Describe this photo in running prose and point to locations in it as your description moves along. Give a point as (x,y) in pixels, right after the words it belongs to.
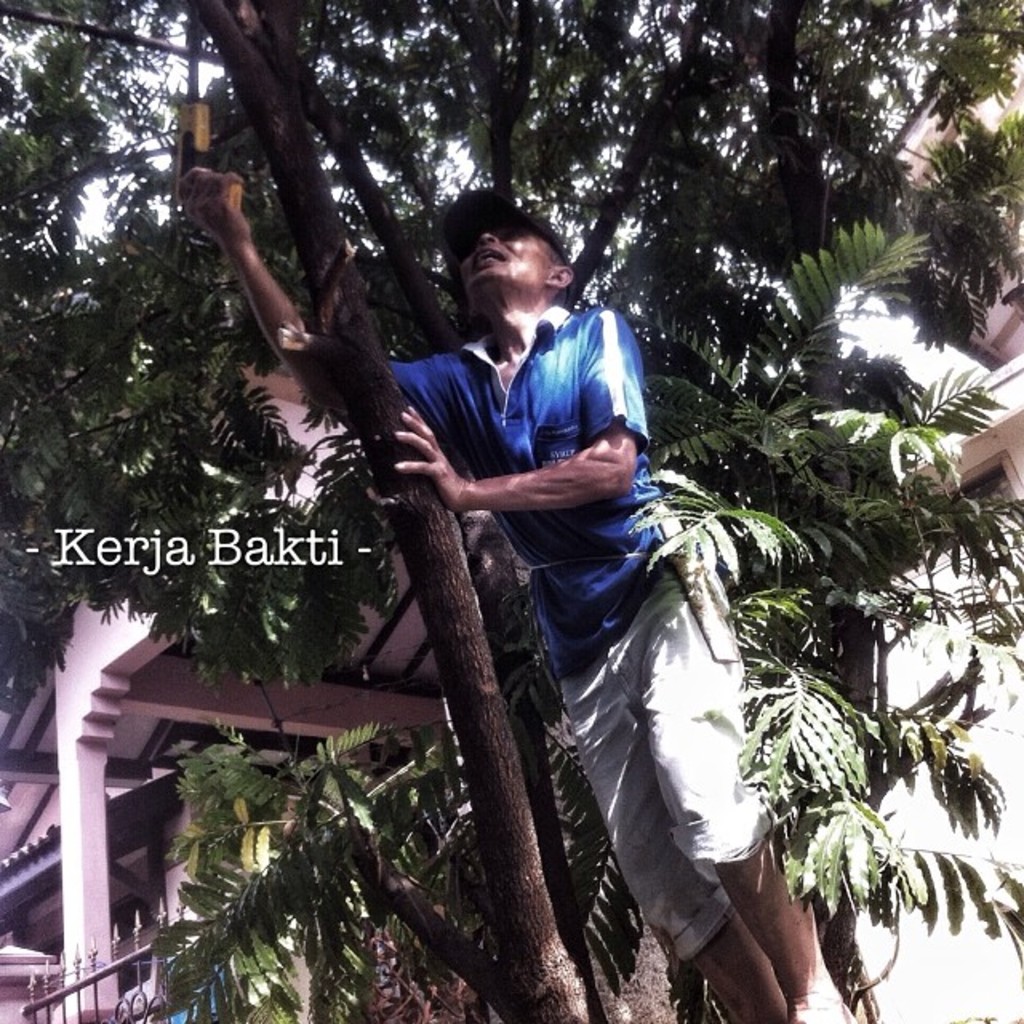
In this picture I can see trees (333,931), buildings (1022,798) and I can see a man (480,436) holding a tree branch (486,693) and he is holding a instrument (196,71) in his hand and I can see text (157,532) on the left side of the picture (157,549).
